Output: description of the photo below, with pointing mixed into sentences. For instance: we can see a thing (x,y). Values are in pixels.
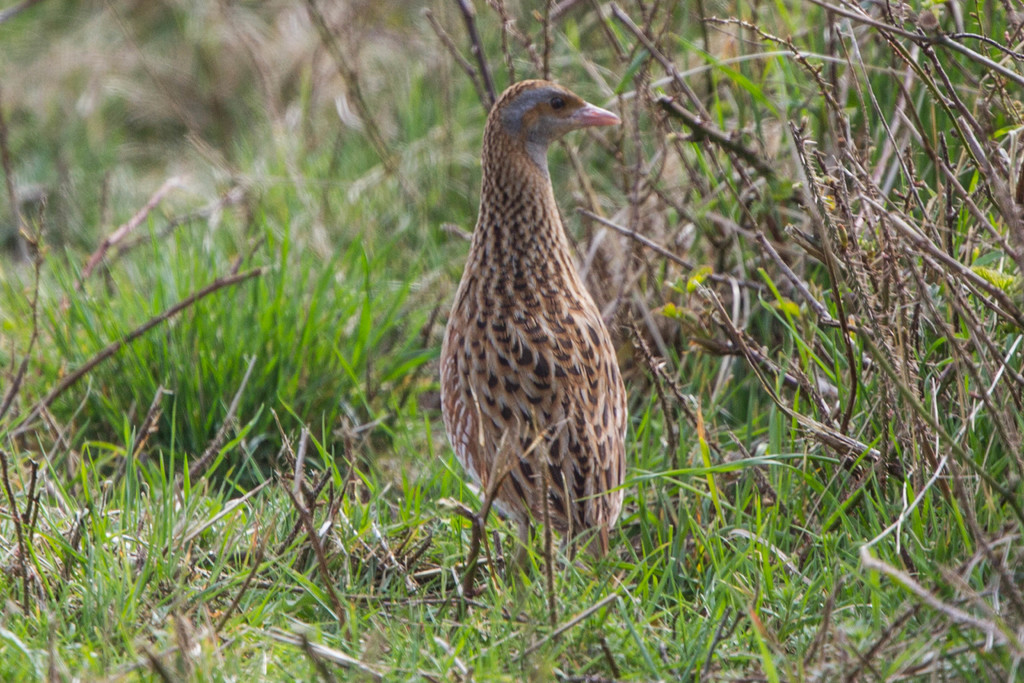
In this image I see a bird (531,248) over here which is of cream, grey and brown in color and I see the grass (595,582) and few stems (627,268) over here.
